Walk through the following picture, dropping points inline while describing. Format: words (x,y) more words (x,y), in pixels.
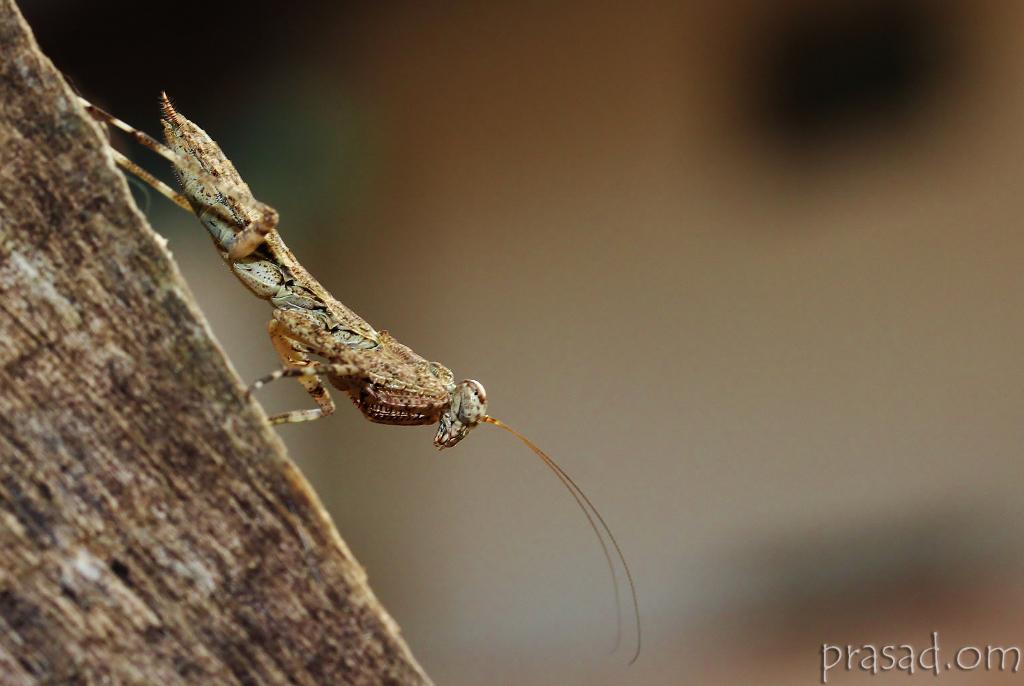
Here we can see an insect (296,347). This is water mark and there is a blur background (743,664).
